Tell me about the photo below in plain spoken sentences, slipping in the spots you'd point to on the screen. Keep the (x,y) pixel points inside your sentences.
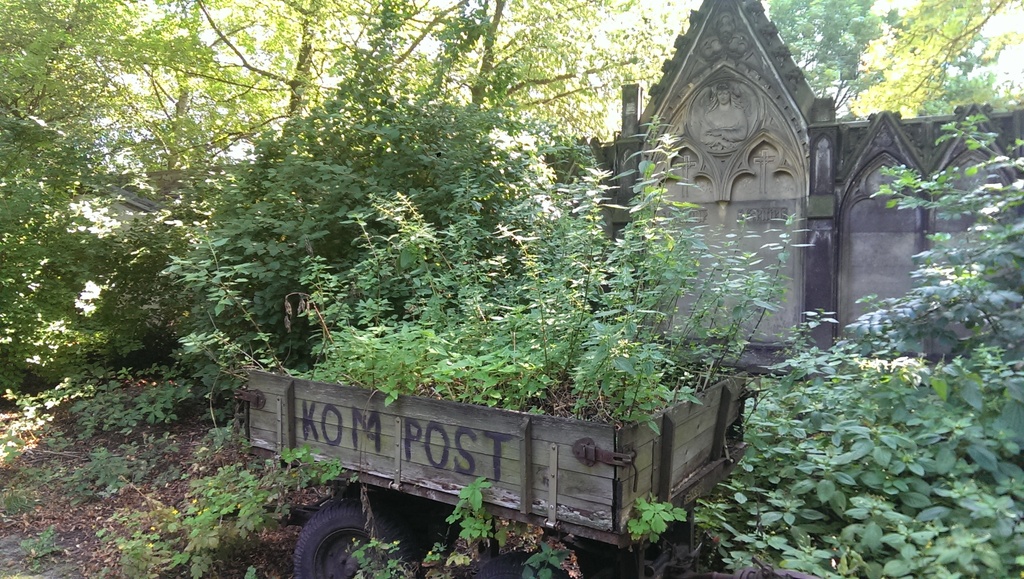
The picture consists of plants (422,253), trees (847,27), cart (561,456), and wall (693,148). It is sunny. On the left (151,483) there are dry leaves (41,523).
